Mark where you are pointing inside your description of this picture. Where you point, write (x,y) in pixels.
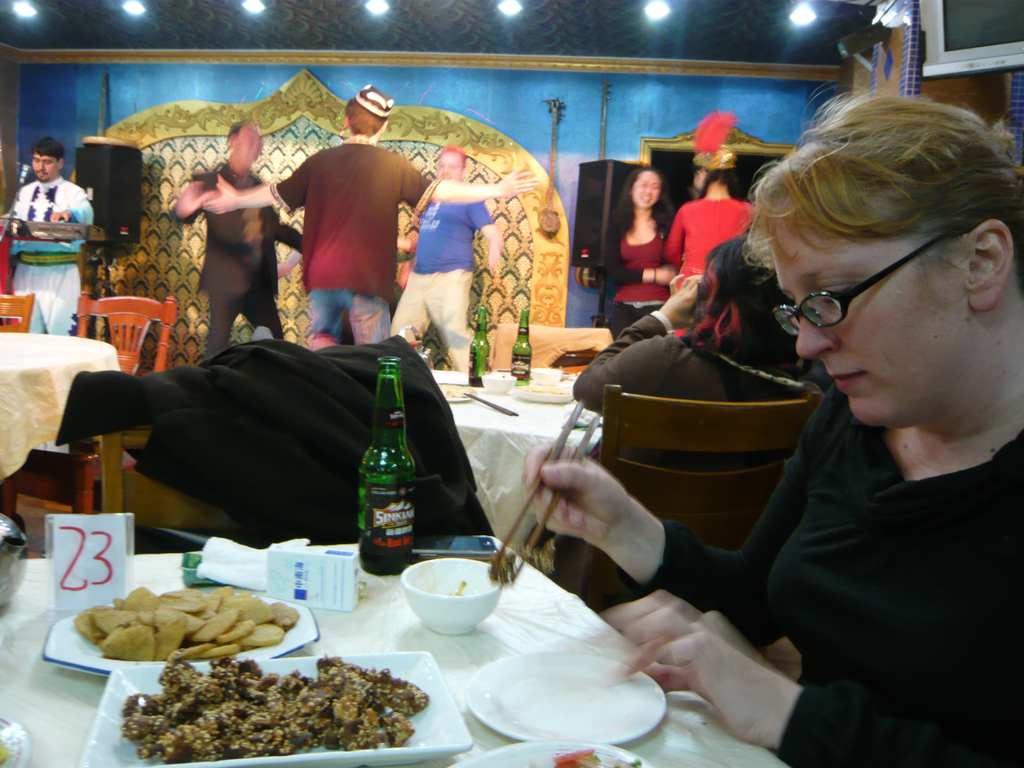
In the image on the right (946,557) we can see one woman (972,502) sitting and she is holding chopsticks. In front of her, we can see one table (211,686). On table (397,618), we can see cloth (57,751), plates (102,747), papers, bowl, bottle (373,564), some food items (235,724) and few other objects (442,542). In the background (400,184) we can see wall (530,101), lights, tablecloths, chairs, wine bottles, one person (617,372) sitting, few people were standing and few other objects (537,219).
